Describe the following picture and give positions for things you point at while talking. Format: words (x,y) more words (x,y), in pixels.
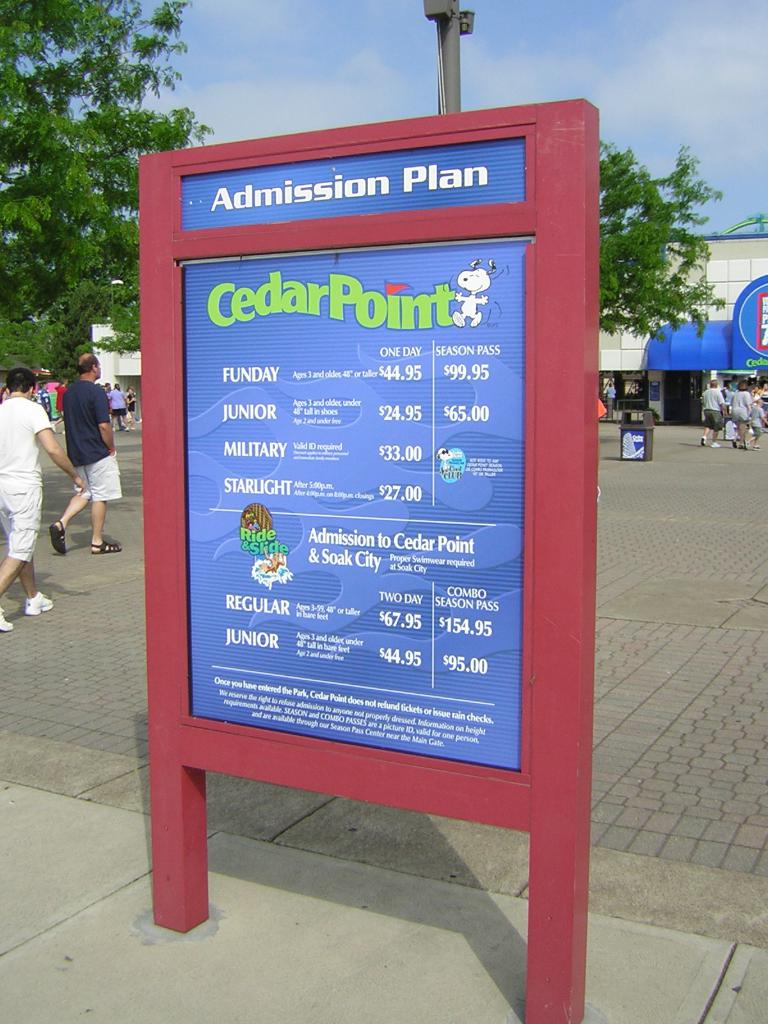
In the given image i can see a board (339,414) with text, people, pole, trees (11,206), dustbin (645,453) and in the background (388,80) i can see the sky (413,96).
